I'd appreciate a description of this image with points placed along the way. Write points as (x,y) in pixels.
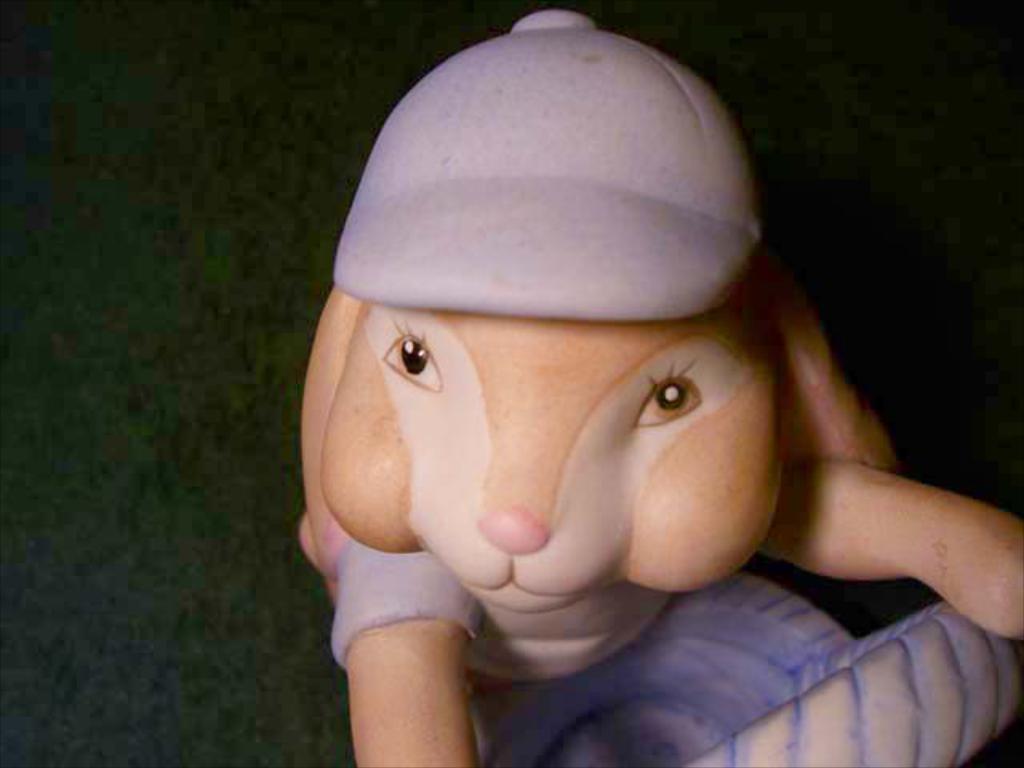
In this picture we can see a toy (469,710) wore a cap (693,199) and in the background (300,186) it is dark.
